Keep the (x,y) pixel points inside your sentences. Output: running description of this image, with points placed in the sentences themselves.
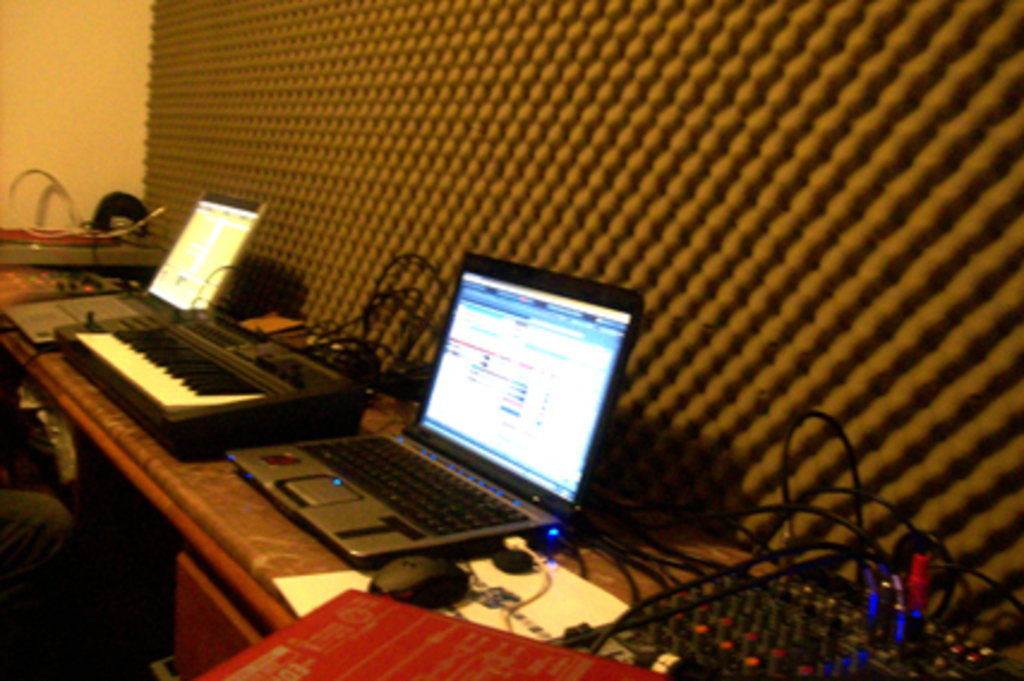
In this picture there is a table (334,559) at the right side of the image (759,567) on which there are laptops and there is a piano (187,400) in between the laptops (525,311), there is a person (28,501) who is sitting at the left side of the image (42,490) and there is a desk (222,634) below the table (241,587) at the left side of the image (186,566).
